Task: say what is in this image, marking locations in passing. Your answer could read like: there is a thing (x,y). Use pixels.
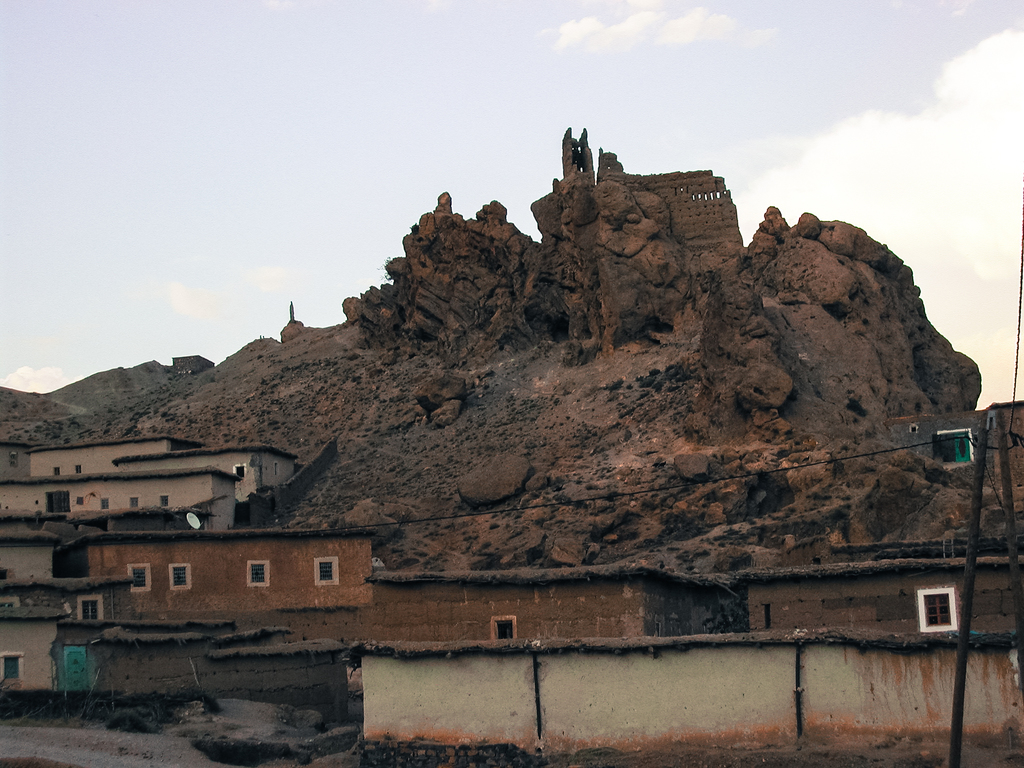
There are buildings (279,505) with windows (771,617). In the background (620,440) there is a rock hill (418,298) and sky (866,163).
